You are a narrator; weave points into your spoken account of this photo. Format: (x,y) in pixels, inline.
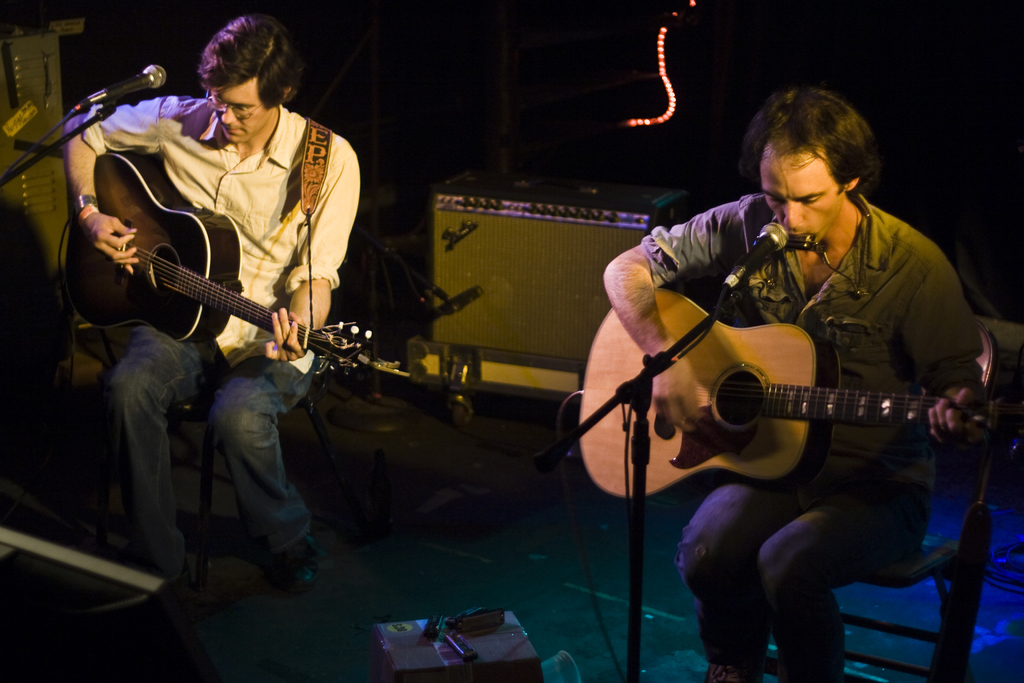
In the picture there are two people (914,363) sitting and playing guitars (796,419). The man (912,267) to the right (802,387) is playing harmonica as well as playing guitar (764,351). the man (293,247) to the left (292,257) is wearing spectacles (245,110). In front of them there is a microphone (146,72) and its stand (637,439). On the floor (522,484) there is box (496,623). In background (489,391) there is an amplifier (500,194).
